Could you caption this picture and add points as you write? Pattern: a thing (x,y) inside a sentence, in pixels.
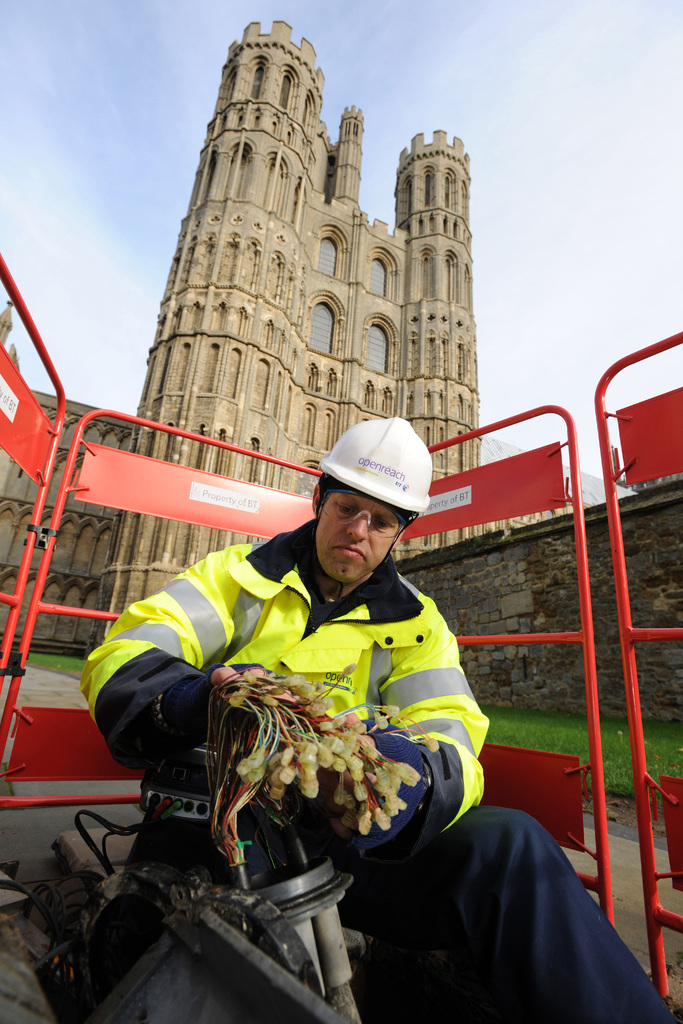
In this picture there is a man (506,858) wearing yellow color hazard jacket (344,663), sitting and repairing the machine (245,858). Behind there is a red color railing boards (622,544). In the background (231,401) we can see a brown color building tower (231,401).
